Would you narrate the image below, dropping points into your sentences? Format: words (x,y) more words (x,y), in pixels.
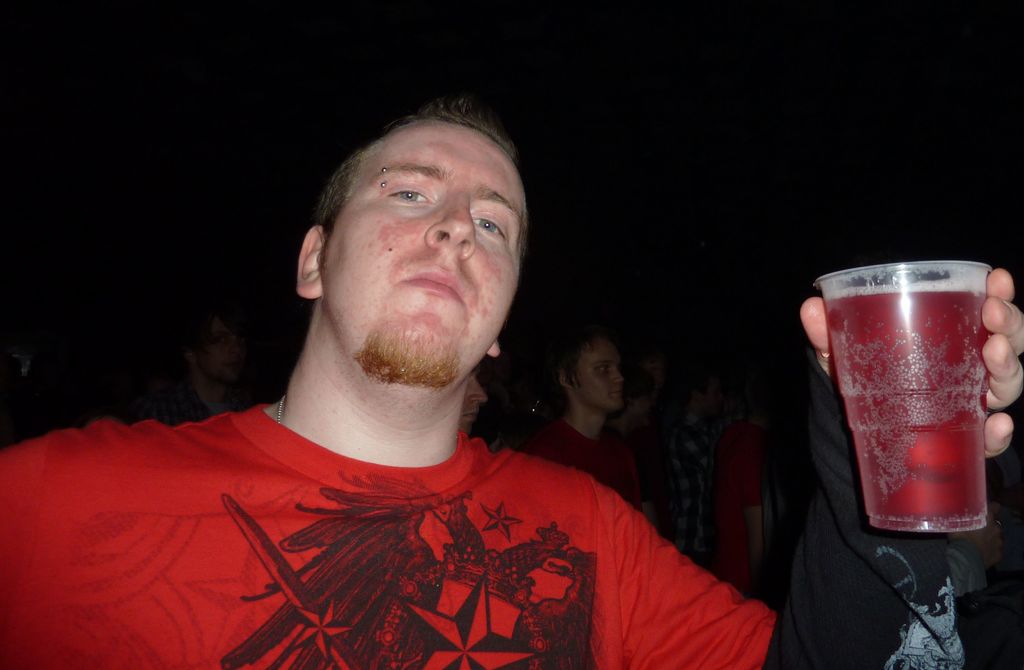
In this picture we can see a person (479,179) holding a cup (927,277) in his hand (808,309). There are a few people (203,381) visible at the back (228,398). We can see a dark background (801,220).
